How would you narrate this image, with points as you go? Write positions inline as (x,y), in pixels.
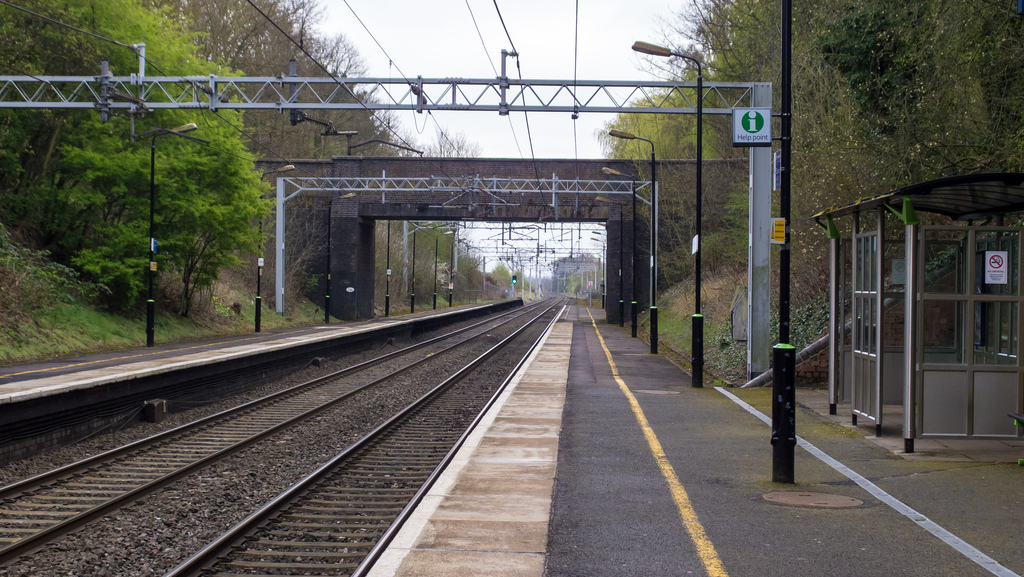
On the left (111,140) and right side of the image (896,185) I can see trees (807,214). At the bottom of the image (261,435) I can see railway tracks (435,348). At the top of the image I can see current wires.
